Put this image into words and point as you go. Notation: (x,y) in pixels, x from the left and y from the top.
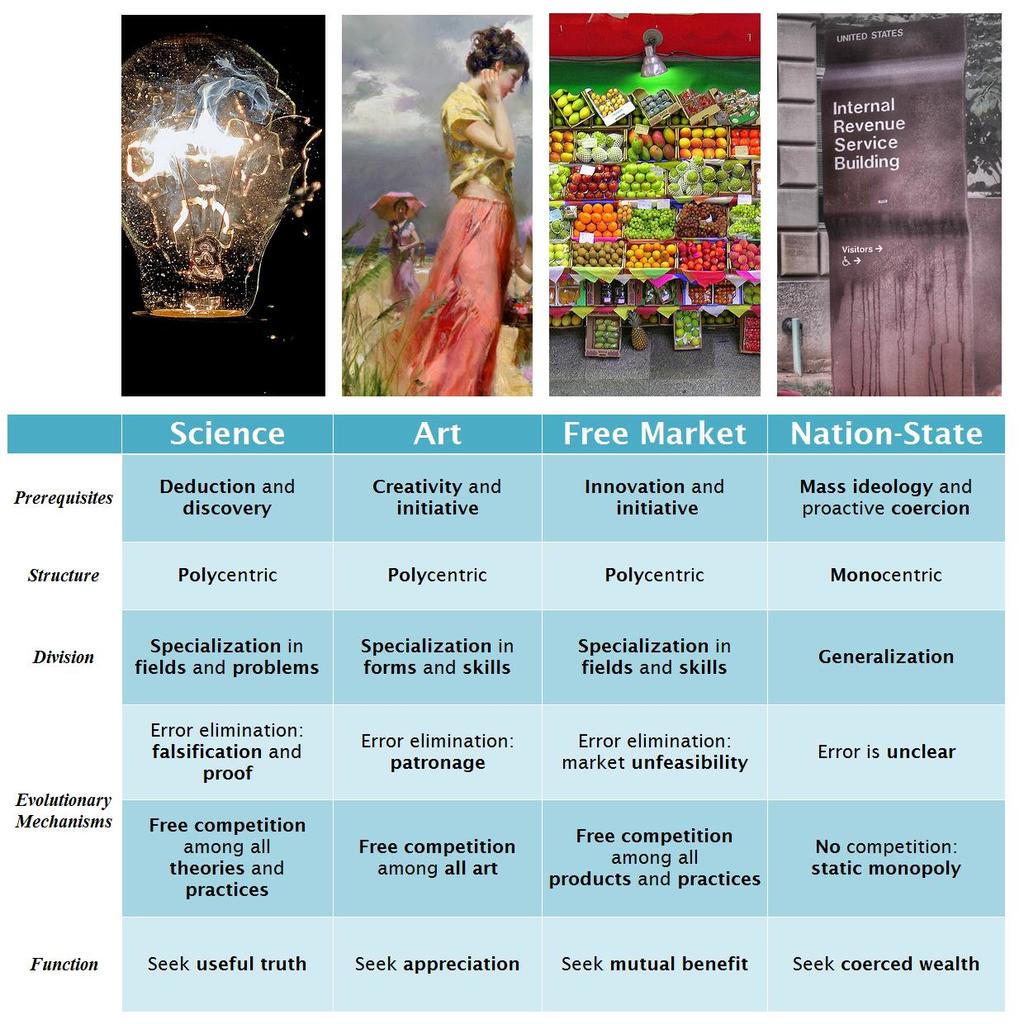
In this image, we can see four pictures (901,173) and some text (676,651). In the first picture (208,331), we can see a bulb (221,289). In the second picture (411,209) we can see a person (494,176) standing and wearing clothes (441,345). In the third picture (688,166), there are some fruits (684,154). In the fourth picture (939,151), there is a wall (810,207).
